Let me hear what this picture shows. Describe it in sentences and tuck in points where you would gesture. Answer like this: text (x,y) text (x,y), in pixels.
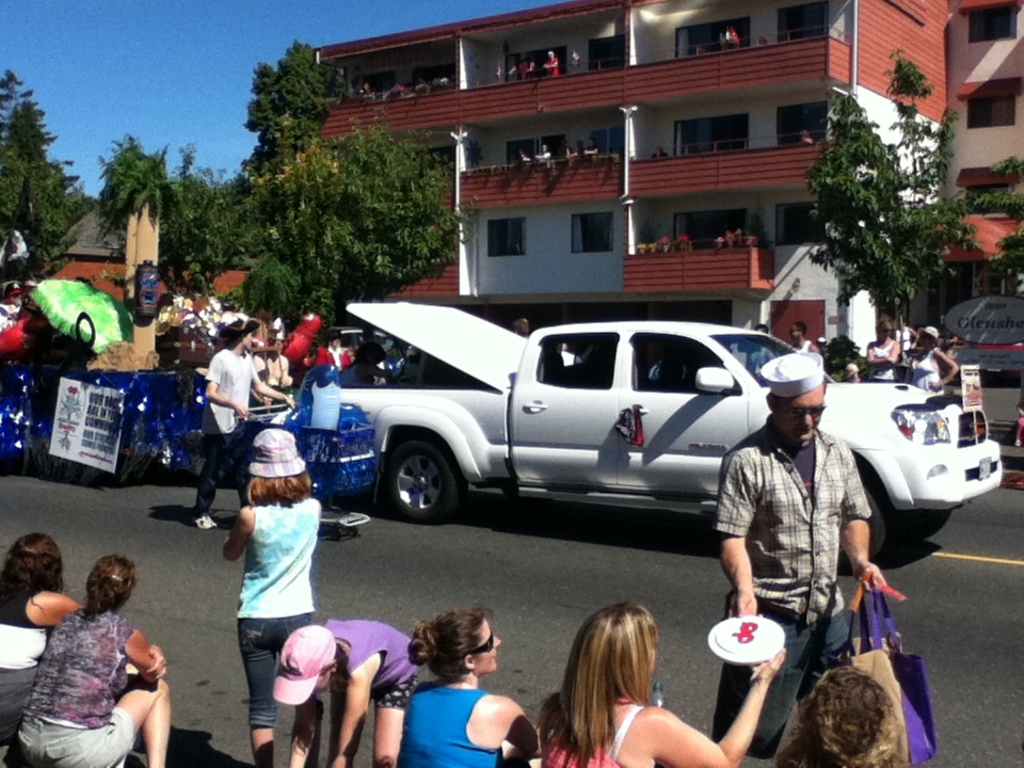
This picture is taken on the wide road (696,629). In this image, in the middle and in the left corner (19,735), we can see a group of people (19,735) sitting. On the right side (793,363), we can see a person (793,385) standing and holding a cover (860,592) on one hand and plate (735,647) on other hand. On the left side (253,720), we can also see a woman (268,727) standing on the road (282,759). In the background (758,415), we can see a vehicle (752,403) which is moving on the road (592,509), a group of people (221,389), posters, trees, buildings (485,194), in the building (641,47), we can also see a group of people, glass window (973,187). At the top (209,81), we can see a sky (176,79), at the bottom (943,547), we can see a road (945,671).
